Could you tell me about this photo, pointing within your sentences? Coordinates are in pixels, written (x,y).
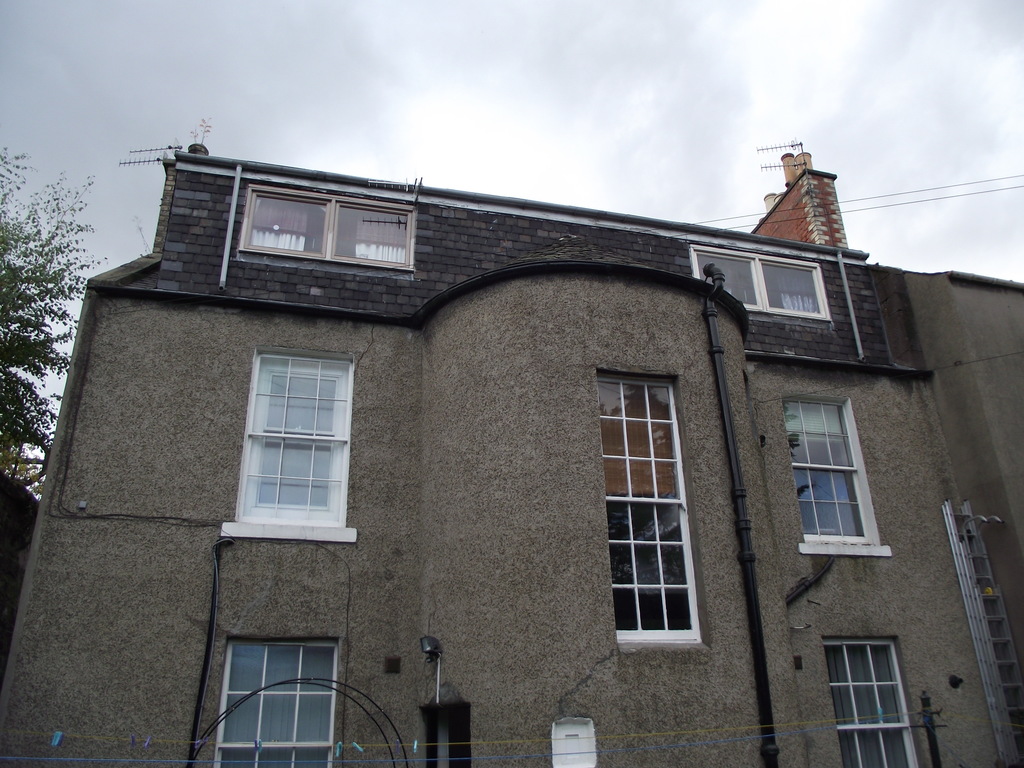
In this image there is a building (402,521). On the left (46,469) we can see a tree (41,423). At the bottom (931,696) there is a pole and we can see wires (80,734). In the background (886,203) there is sky (571,136).
